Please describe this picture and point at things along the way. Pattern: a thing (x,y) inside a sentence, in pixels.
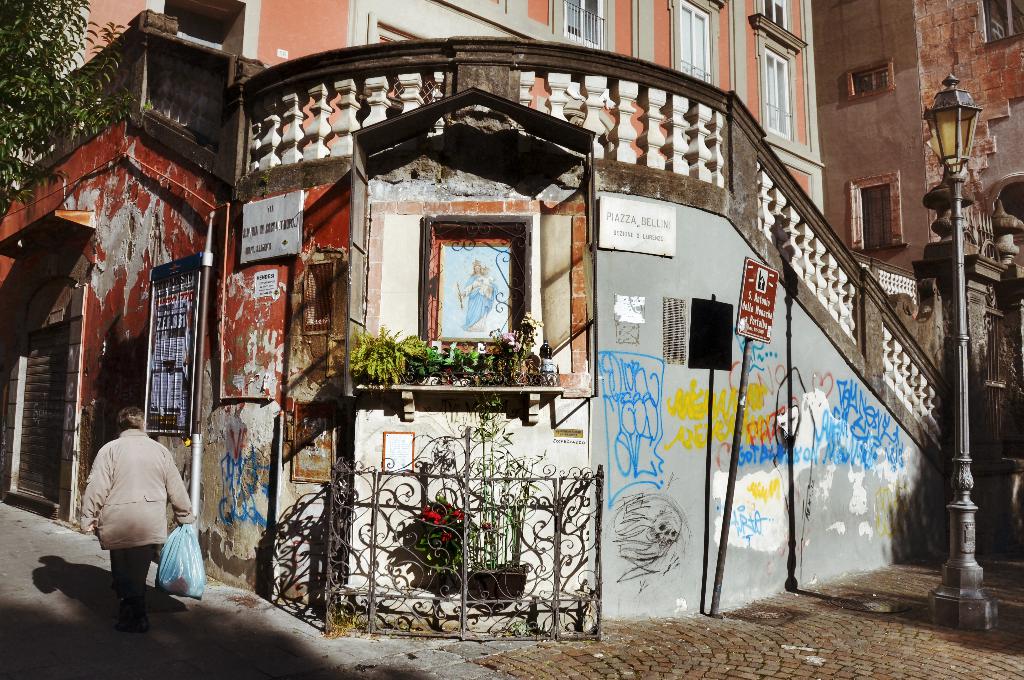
In this image I can see the person (132,606) walking and holding the bag (184,576). The person (90,508) is wearing the ash color dress (90,480). To the side there is a building (373,181) and the railing (380,91) to it. I can see some flower pots (400,378) in-front of the building (539,528). To the right (960,335) there is a light pole (969,119). To the left (24,154) I can see the tree (42,96).
